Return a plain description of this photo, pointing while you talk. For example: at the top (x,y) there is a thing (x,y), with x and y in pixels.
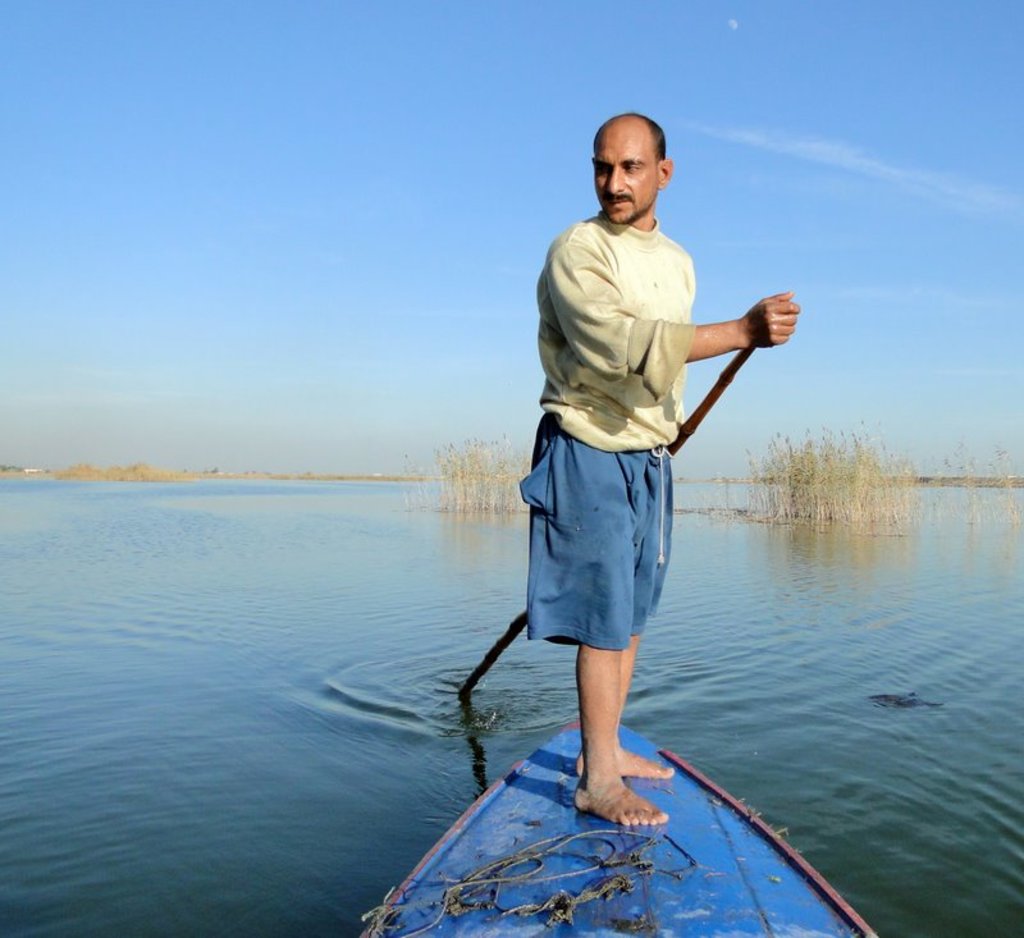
In this image I can see water (475,617) and in the front (562,561) I can see a man (559,611) is standing on a boat (413,875). I can see he is holding a stick (505,642). I can also see he is wearing sweatshirt (612,442) and blue shorts (608,542). In the background (981,413) I can see number of plants (461,478) on the water (314,526) and the sky (739,150).
